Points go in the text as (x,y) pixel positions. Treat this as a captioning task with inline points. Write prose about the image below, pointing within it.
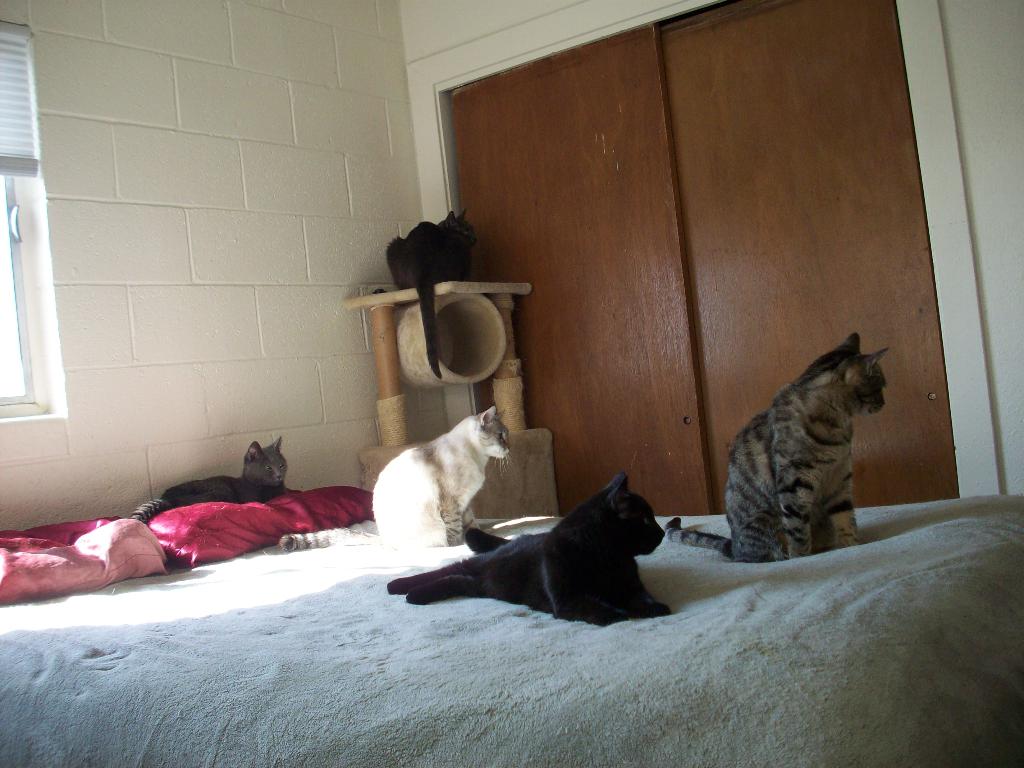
In this picture there are five cats (801,440), which are lying on the bed (378,639). There is a white cat (416,499), black cat (580,556), a mixture of grey and black cat (785,435), and a grey cat (251,487) on the red pillow (224,518). There is a black cat (416,269) on the cat tree (463,337). To the left (26,339), there is a window (9,390).
